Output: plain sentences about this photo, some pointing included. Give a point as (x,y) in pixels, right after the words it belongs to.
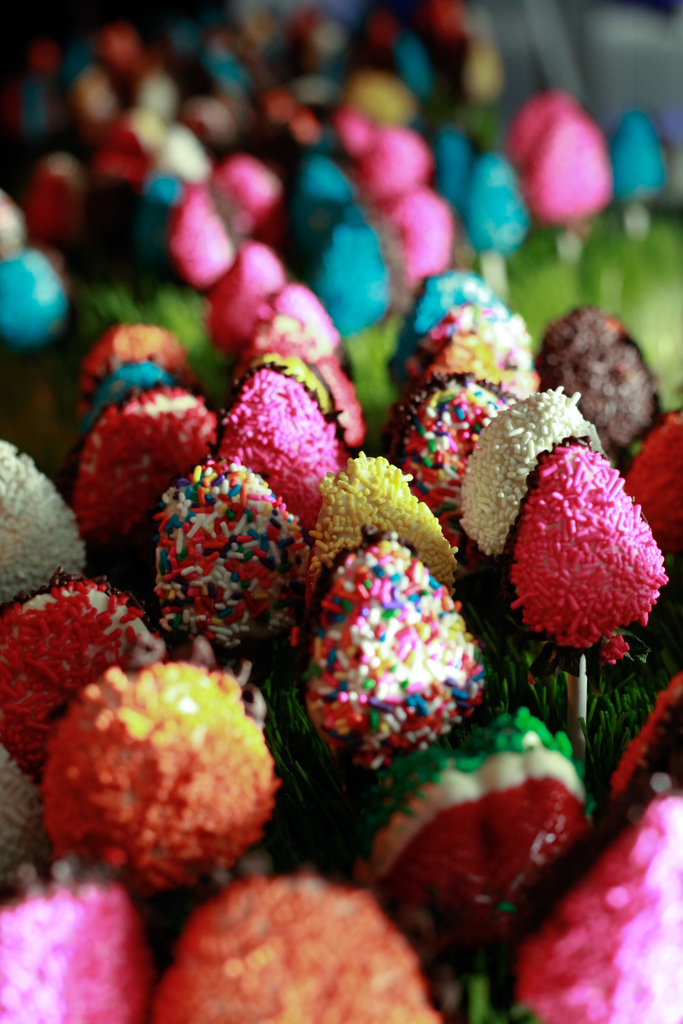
In this image I see number of candies (344,145) which are colorful and I see that it is blurred in the background (291,137).
